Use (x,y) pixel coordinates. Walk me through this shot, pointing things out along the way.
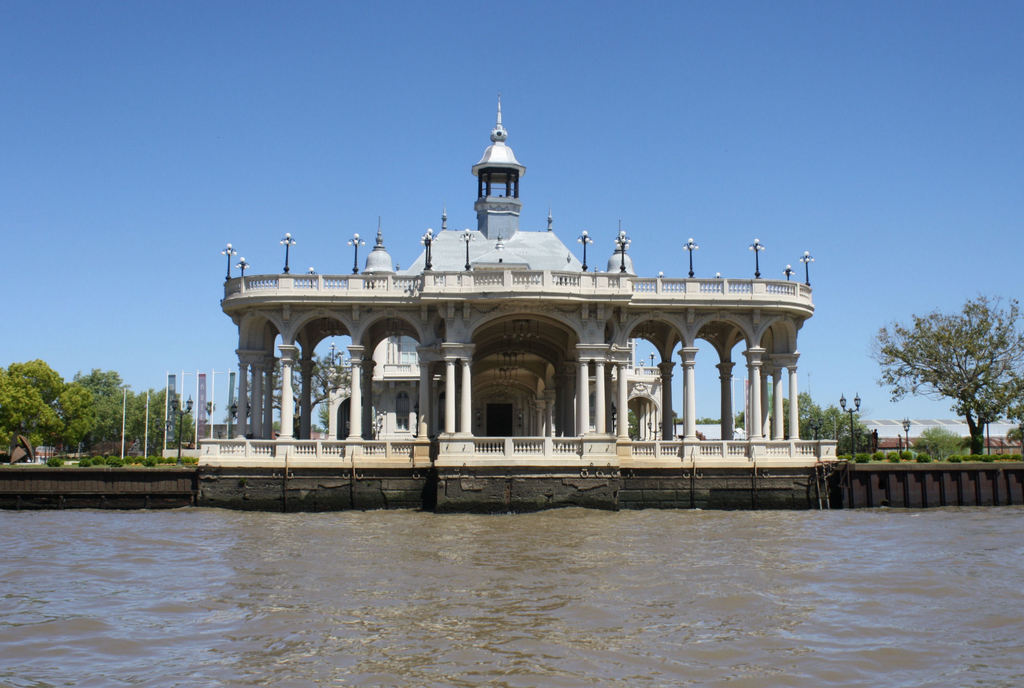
In front of the image there is a river (331,584), behind the river (330,597) there is a building (501,290) with lamps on it, besides the building (358,395) there are trees (139,415), flags (169,406) on the poles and lamp posts (856,401).
